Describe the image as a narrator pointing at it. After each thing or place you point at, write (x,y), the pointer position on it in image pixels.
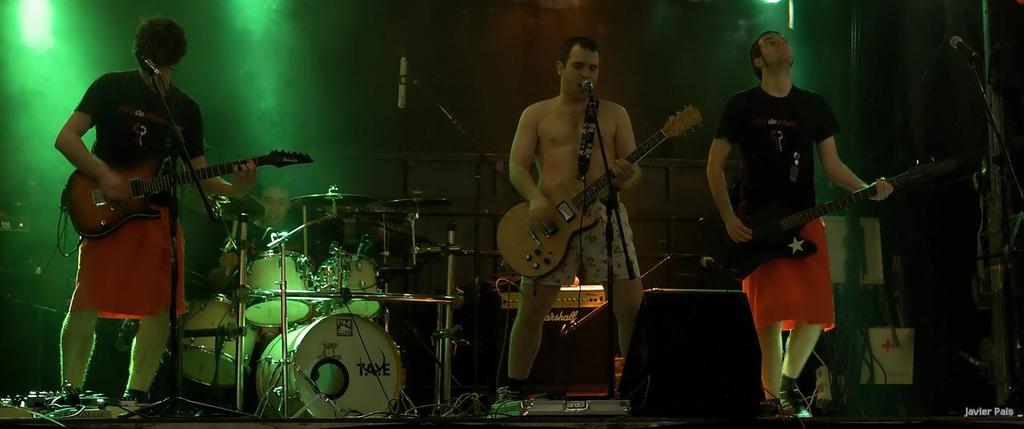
In this there are the three persons (156,240) standing on the floor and playing a music and holding a guitar (553,256) on his hand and there are some musical instruments (324,332) kept on the floor (277,420), on the middle there is a person (271,217) sit in front of the musical instrument (288,258) and left side (26,26) there are the some lights (36,34) visible.
